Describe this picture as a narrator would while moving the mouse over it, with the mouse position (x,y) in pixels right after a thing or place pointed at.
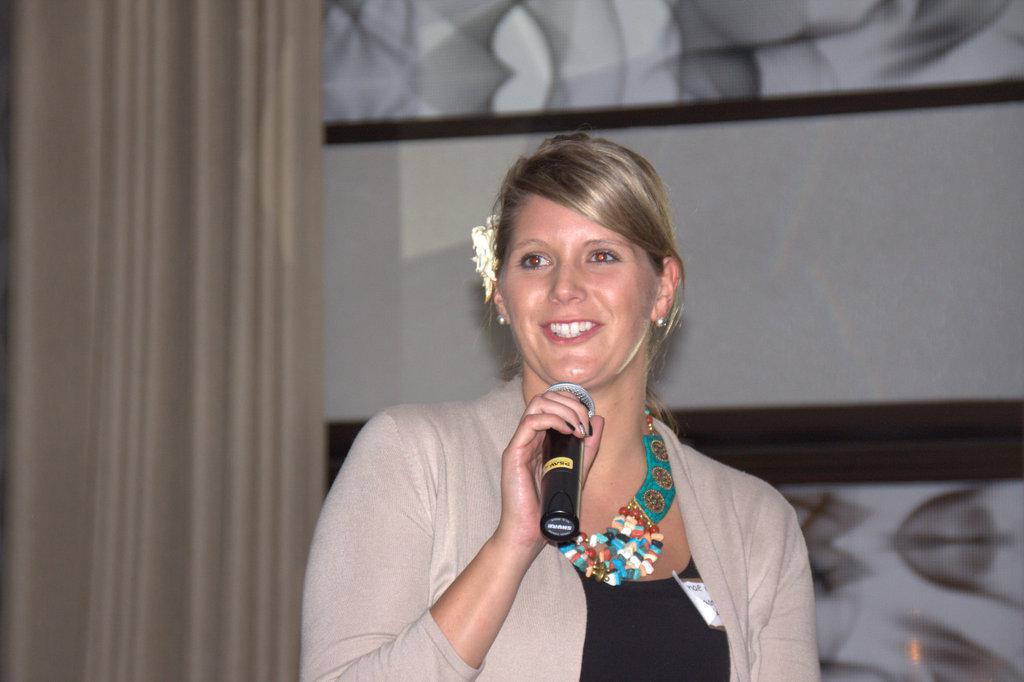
In the center of the image (606,344) we can see a lady (628,491) standing and holding a mic (557,528). On the left (200,264) there is a curtain (158,257). In the background (850,343) we can see a wall (862,381).
